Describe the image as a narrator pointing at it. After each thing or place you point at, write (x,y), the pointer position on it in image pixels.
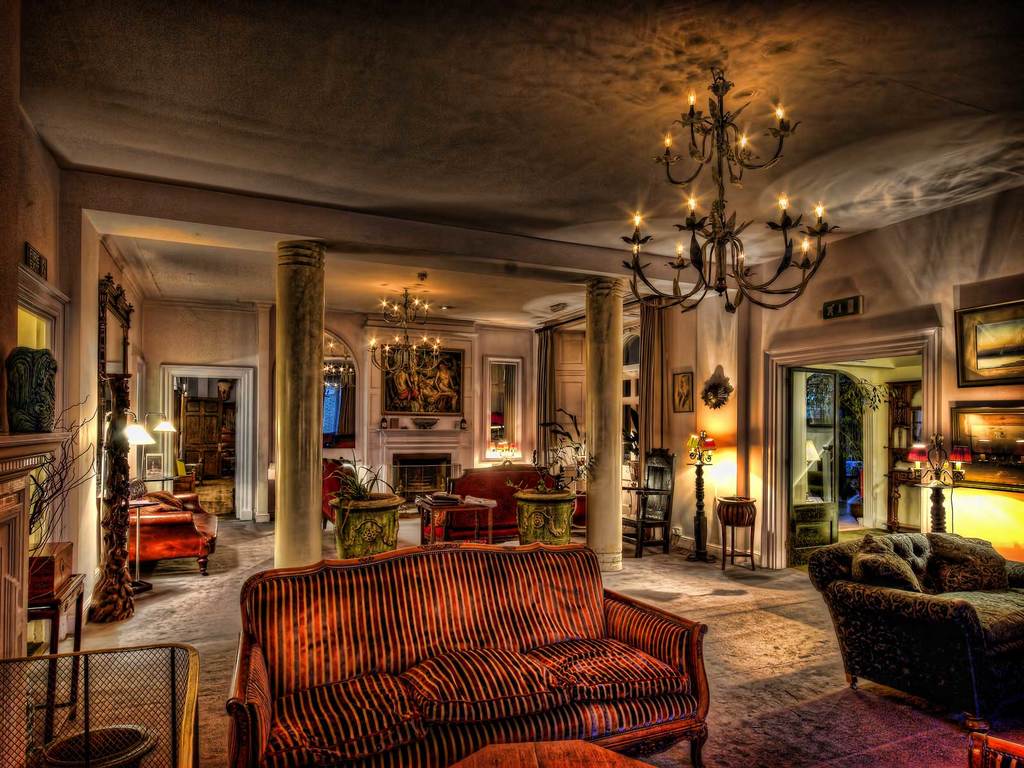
It is a living room (348,538) there are sofa sets (853,620), lamps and photo frames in the room (451,581) and on the right side (907,478) there is another room (891,364) and there are two pillars (279,361) in between the room (569,481).
